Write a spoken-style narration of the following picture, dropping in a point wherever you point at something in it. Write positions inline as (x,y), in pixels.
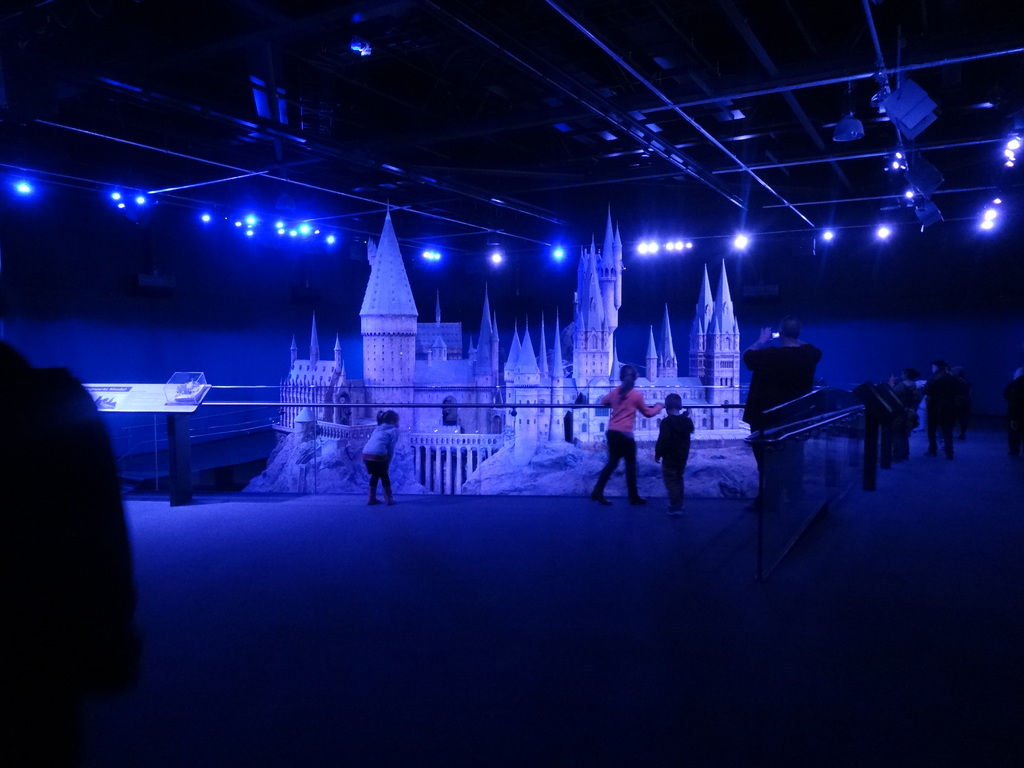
This is an image clicked in the dark. This is an inside view of a room (291,601). In the middle of the room (553,468) there is a structure of a palace (420,380). Around this few people (385,459) are standing and taking the pictures of it. At the top (661,152) there are few lights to the metal rods (676,161).
